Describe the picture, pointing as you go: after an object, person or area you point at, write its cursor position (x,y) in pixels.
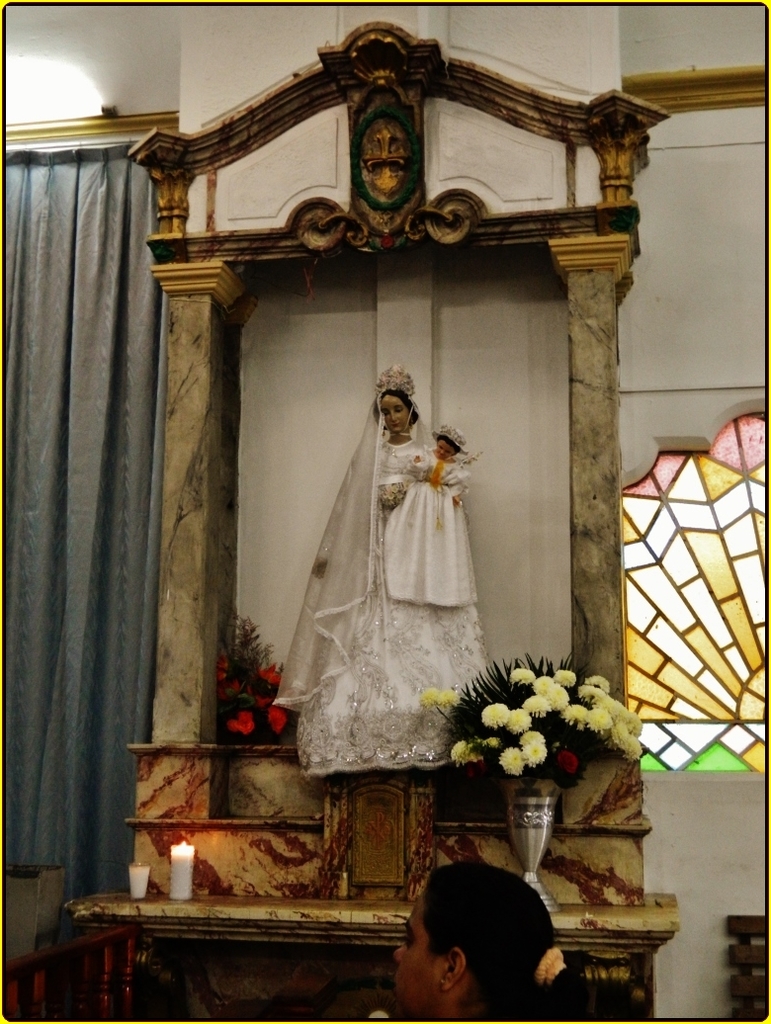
This image consists of a statue (360,518) in the middle (349,572). There is a candle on the left side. There is a person's face (400,979) at the bottom (412,989). There is a flower vase (504,705) at the bottom (453,739). There is curtain (21,559) on the left side (31,476).
